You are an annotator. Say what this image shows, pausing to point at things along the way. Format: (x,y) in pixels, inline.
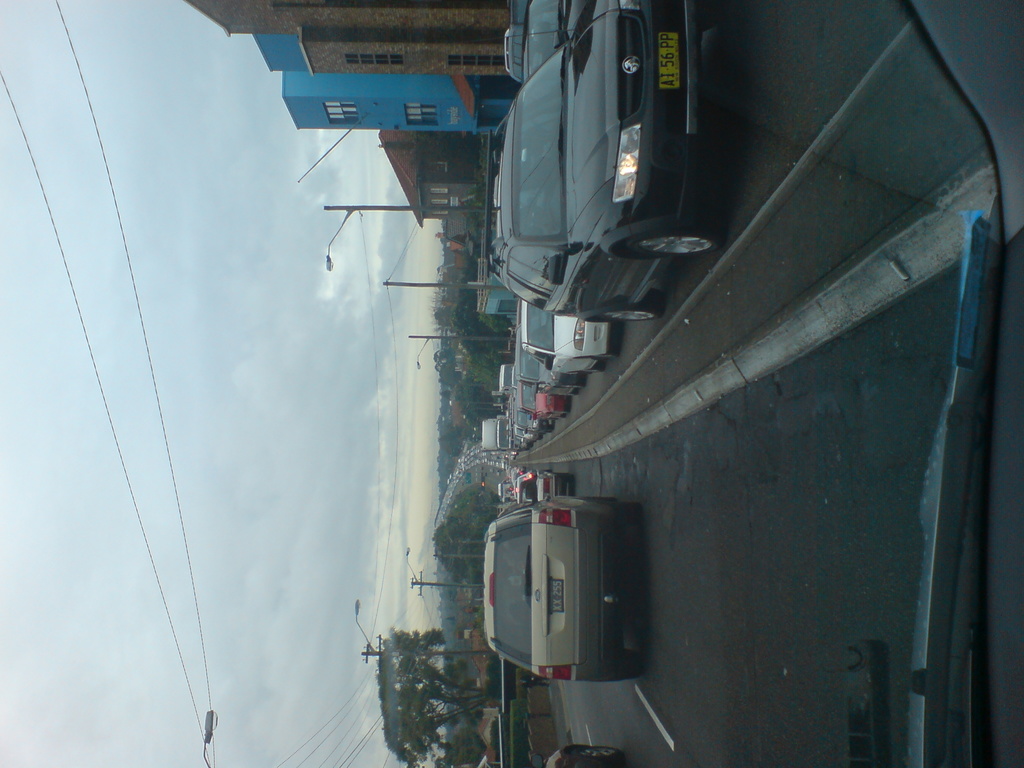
In this image I can see the road (715,507). On the road (855,598) there are many vehicles (585,638). To the side of the road (470,466) I can see many trees (451,709) and the buildings (424,151). I can also see the current poles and the light poles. In the background (433,466) there are clouds (284,480) and the sky (100,538).
